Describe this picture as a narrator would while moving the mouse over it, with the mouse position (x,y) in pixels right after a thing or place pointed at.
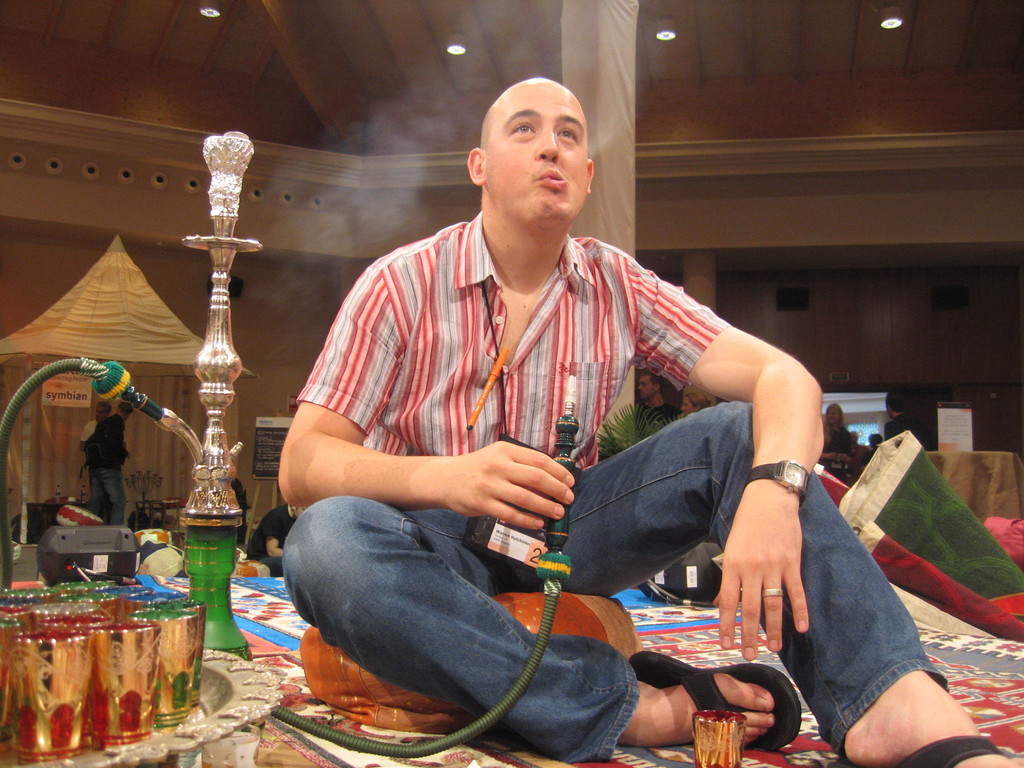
In the image in the center (461,360), we can see one person (437,405) sitting and holding a hookah pipe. On the left side of the image (211,618), we can see one hookah pot (206,640) and one table (211,713). On the table (211,713), we can see few glasses (6,615). In the background (269,153) there is a wall (60,261), roof (693,18), pillar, carpet (249,593), tent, banners (266,442), lights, few people (287,520) and a few other objects (628,410).
